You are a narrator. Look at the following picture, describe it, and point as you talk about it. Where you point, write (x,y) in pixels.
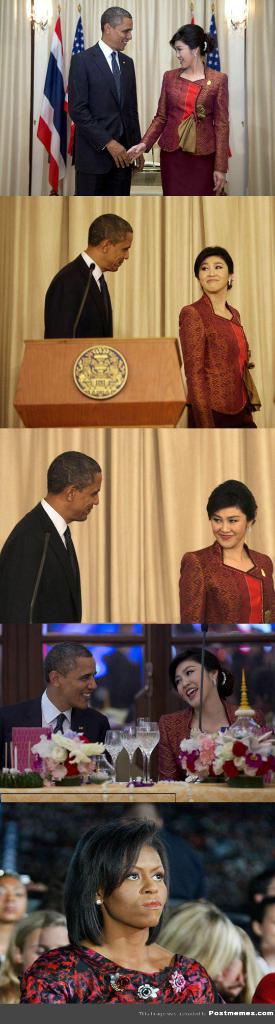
In this image I can see a collage picture. I can see a man (116,94) wearing white shirt (112,72), tie (116,70) and black blazer (107,104) and a woman (157,135) wearing maroon colored jacket (180,90) are standing and shaking hands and I can see a flag (73,139), a podium (39,361), a table (109,791) on which there are few glasses (133,742), a flower bouquet (272,770) and few other objects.
